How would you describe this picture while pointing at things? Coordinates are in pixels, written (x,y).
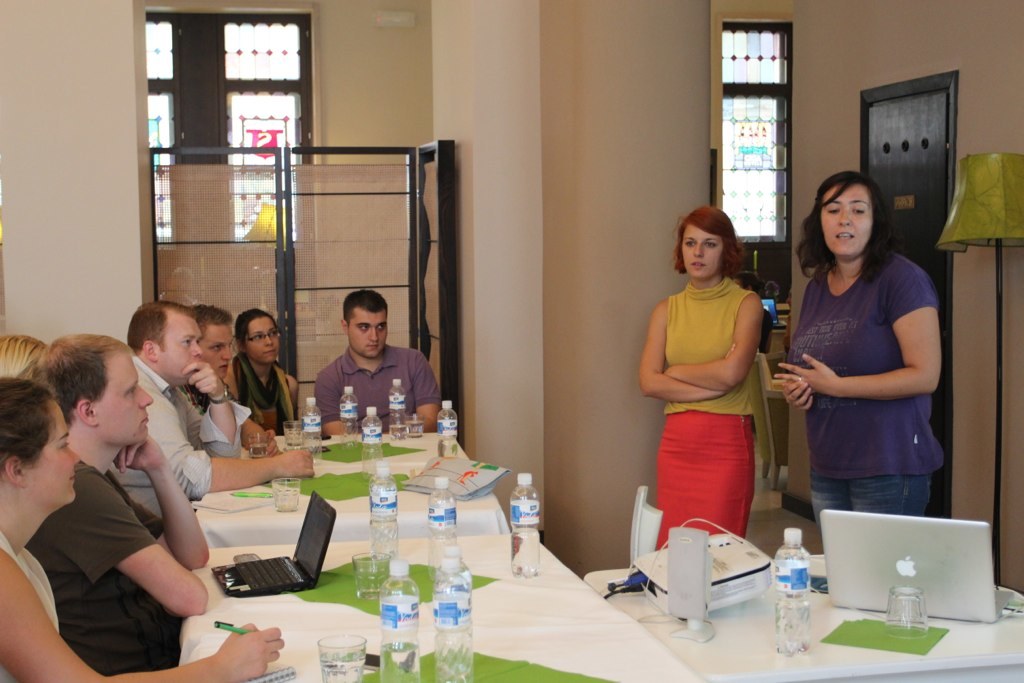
This picture shows a group of people (58,368) seated on the chairs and two woman (837,230) standing and we see a laptop (845,587) and projector (653,578) and few water bottles (800,574) and papers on the table (425,563).
